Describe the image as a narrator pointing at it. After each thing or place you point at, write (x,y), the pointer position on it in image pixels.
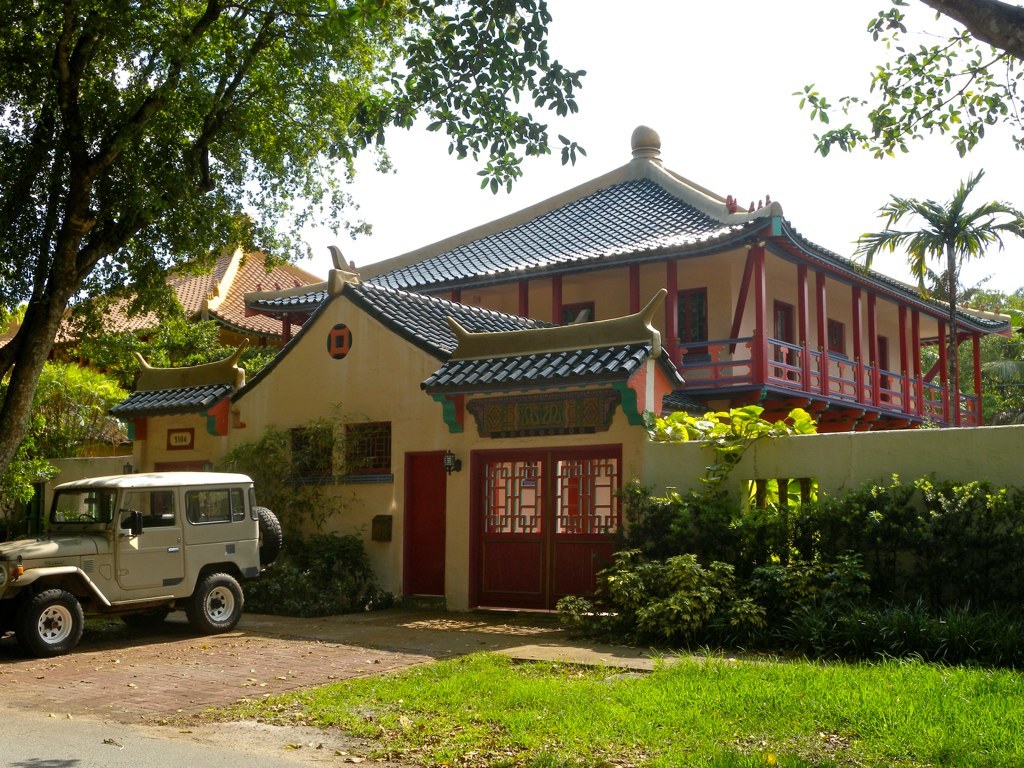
In this picture we can see a tree (117,111) and a jeep (104,545) on the left side (175,556), at the bottom (777,728) there is grass (661,727), we can see a building (431,336) in the background (433,319), there are some plants (737,578) and a door (595,560) here, there is the sky (664,38) at the top of the picture (664,35).
